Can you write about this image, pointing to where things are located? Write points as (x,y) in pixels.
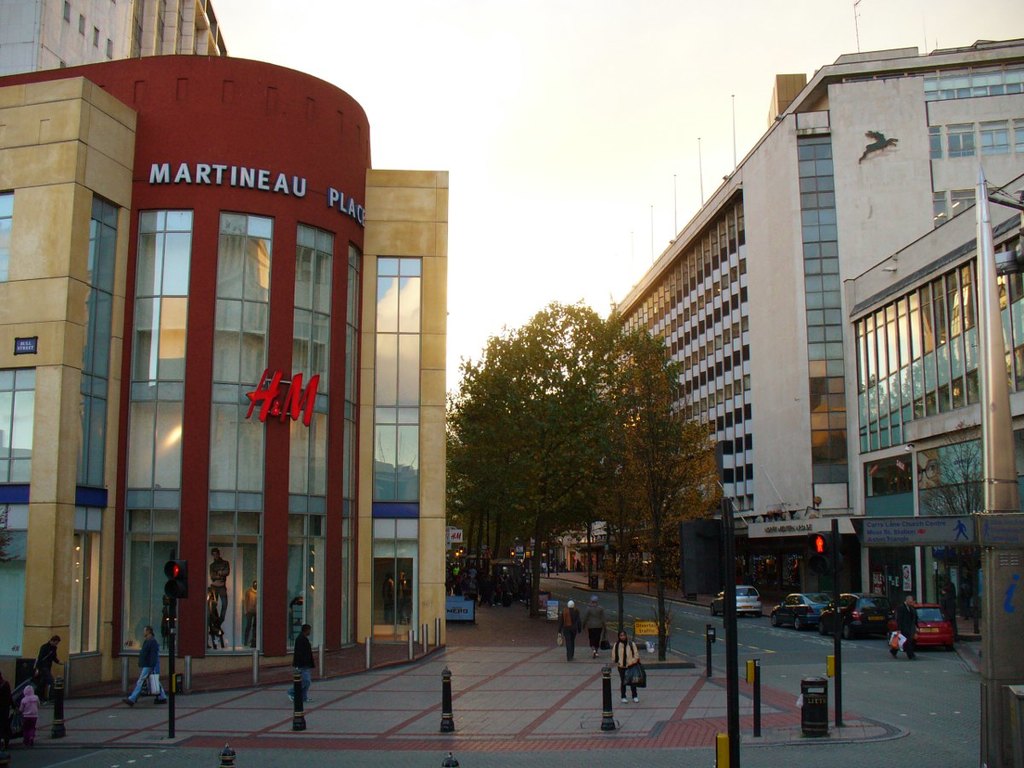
In this picture we can see there are some people (625,662) on the path (404,664) and in front of the people (300,656) there are poles (170,606) with traffic signals (178,584) and other things (758,728). On the right side of the people (636,655) there are some vehicles (802,615) on the road (793,633). Behind the people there are trees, buildings (725,298) and a sky (513,78).
